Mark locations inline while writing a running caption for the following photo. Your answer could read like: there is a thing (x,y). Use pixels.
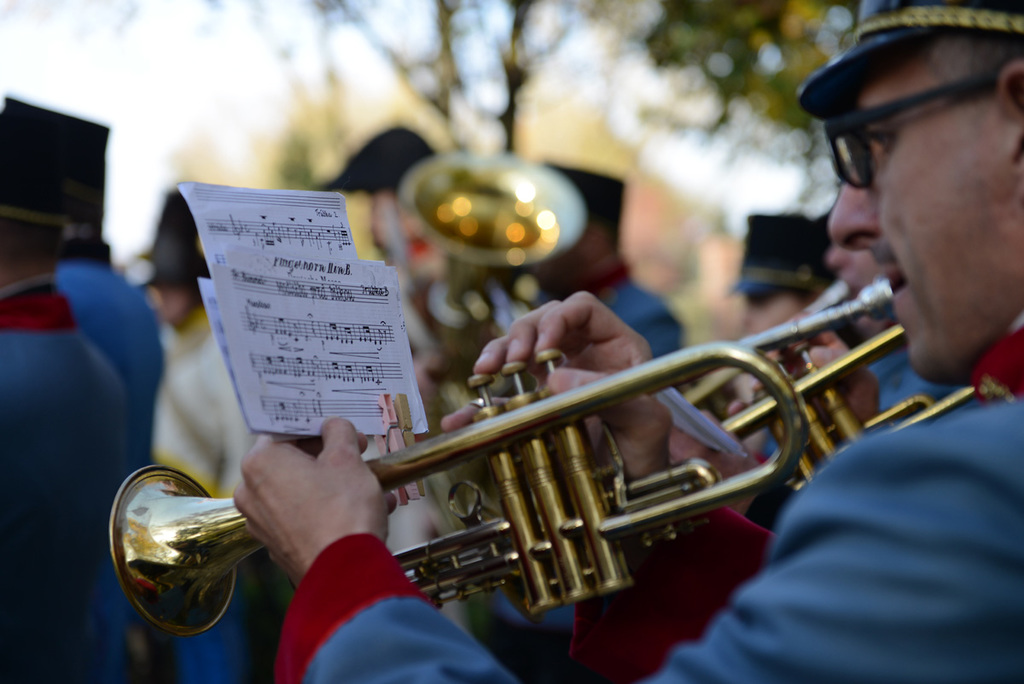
In the image there are many people (769,216) in same costume (833,533) playing trumpet (161,552) with music notes (269,422) in front of them and in the back (440,103) there are trees (439,43).
